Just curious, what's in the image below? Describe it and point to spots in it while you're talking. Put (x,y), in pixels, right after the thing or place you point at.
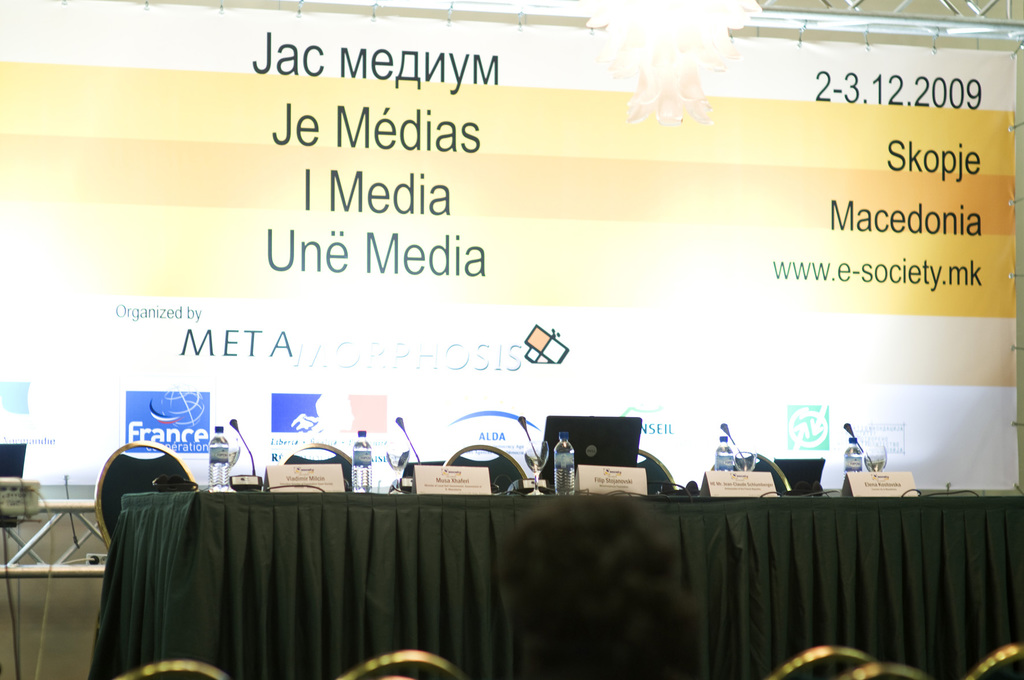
This picture shows few chairs (146,476), water bottles (216,489) and microphones (237,483) on the table (1012,518) and we see a hoarding (993,488) on the wall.
